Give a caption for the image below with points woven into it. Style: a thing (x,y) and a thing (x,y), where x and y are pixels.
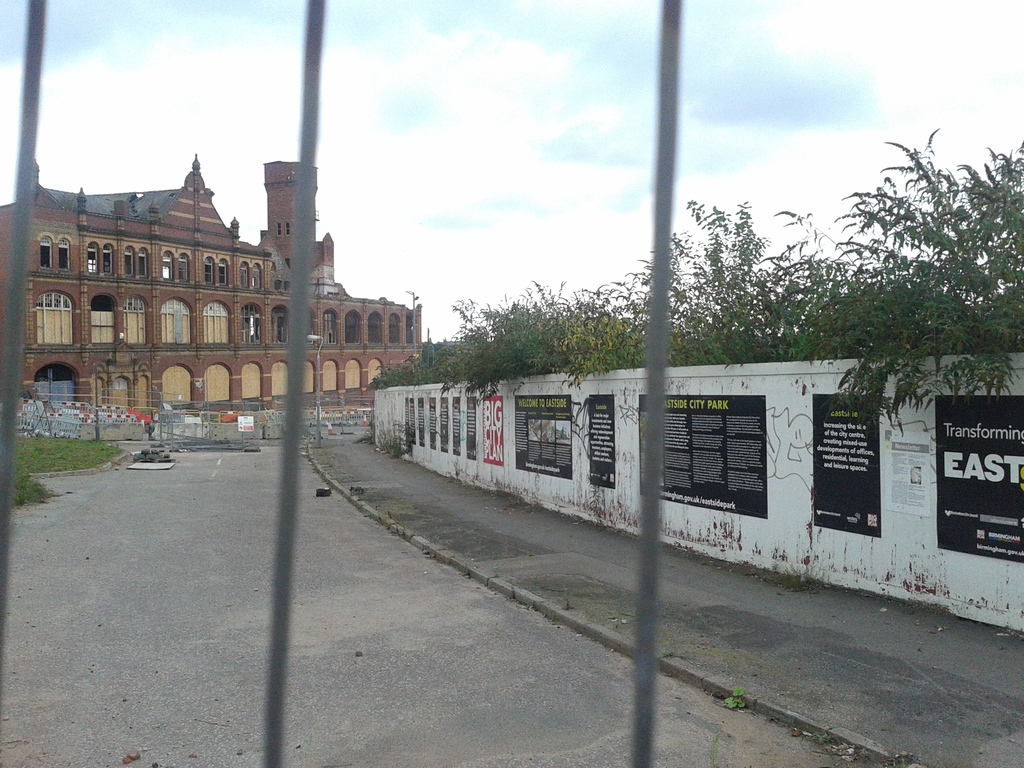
On the left side (338,649) it's a road (406,652) and this is a very big building (228,302). The right side (795,435) this is wall (802,489) and there trees (729,335).
